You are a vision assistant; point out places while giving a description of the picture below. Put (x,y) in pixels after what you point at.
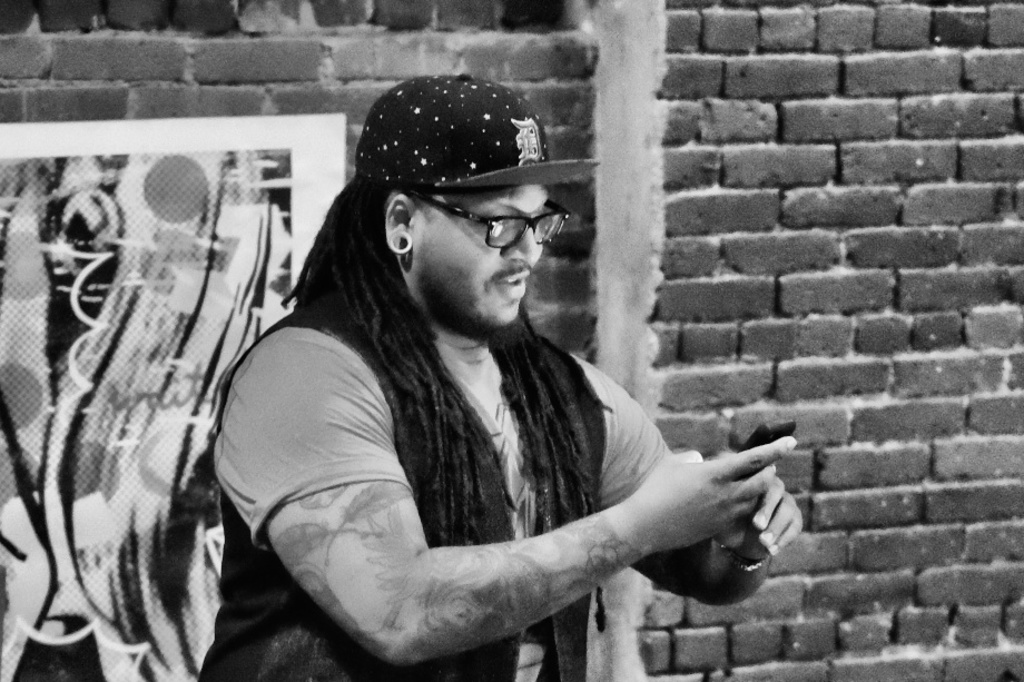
In the center of the picture (490,230) there is a man (433,230) wearing spectacles (505,242), cap (458,171) and holding a phone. On the left (113,388) there is a poster (146,275). In the background (620,91) we can see a brick wall (827,262).
